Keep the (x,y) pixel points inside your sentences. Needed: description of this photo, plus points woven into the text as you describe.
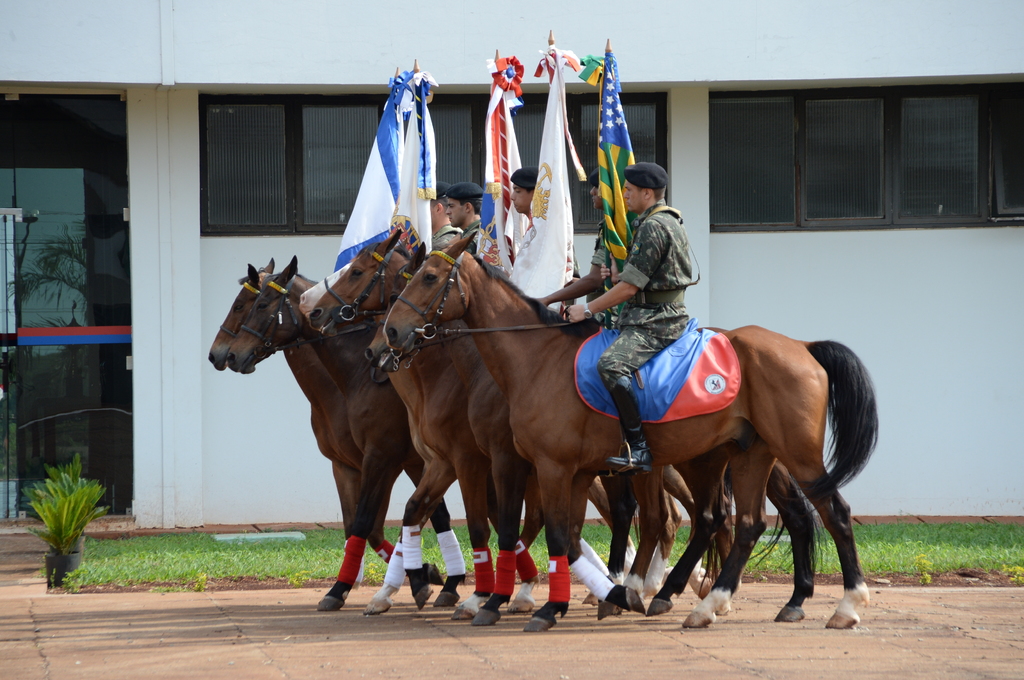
In the middle of the image (645,243) few people (627,175) are riding horses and holding flags (622,212). Behind them there is grass (120,540) and plant (48,481). At the top of the image (599,4) there is wall (254,42), on the wall (195,242) there are some windows (249,137).
